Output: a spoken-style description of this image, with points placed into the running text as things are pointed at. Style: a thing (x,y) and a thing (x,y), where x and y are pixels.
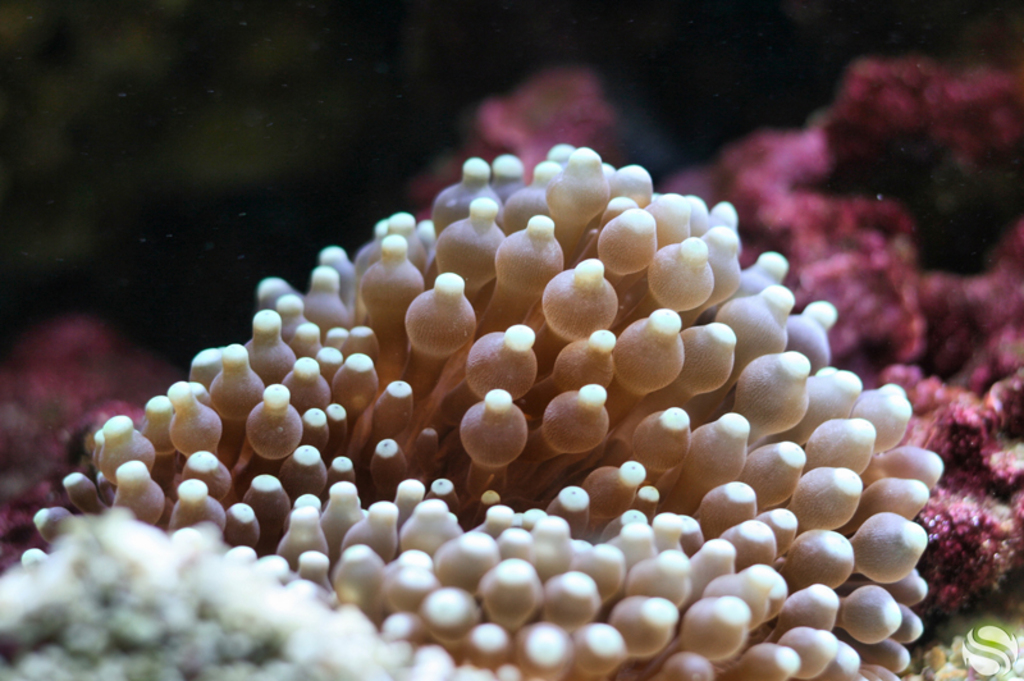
In the image it looks like some sea animal (584,420).
